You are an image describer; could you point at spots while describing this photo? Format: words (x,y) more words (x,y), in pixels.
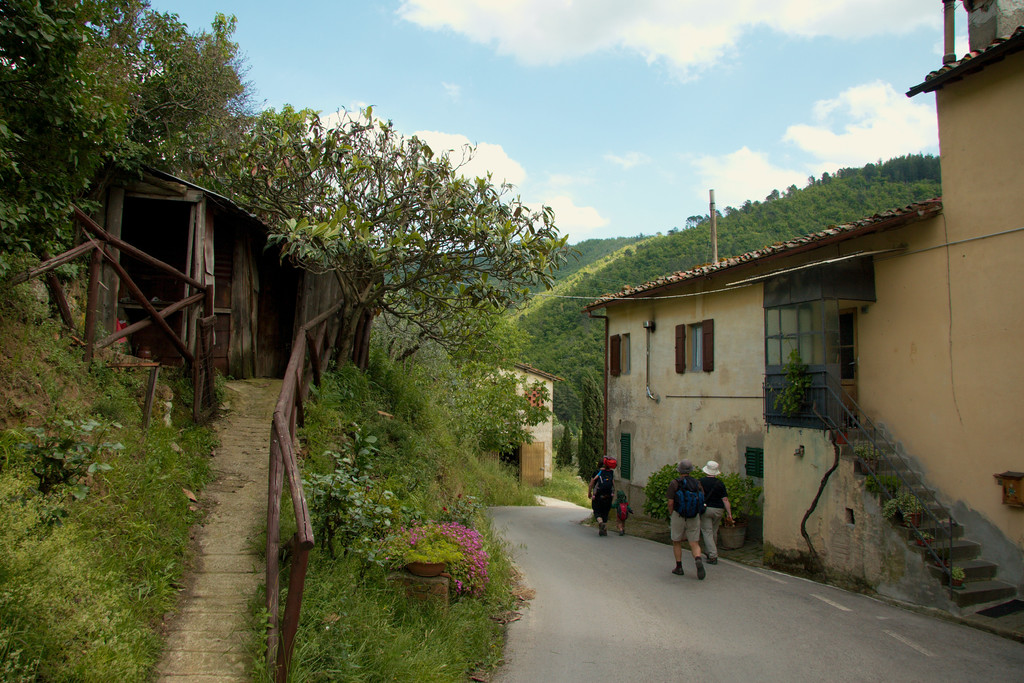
In this image we can see these people (717,540) are walking on the road (703,611). Here we can see the grass (104,659), plants (445,561), wooden house (296,263), fence (284,452), stairs (969,560), trees (478,253) and the sky (568,194) with clouds (465,33) in the background (702,104).
